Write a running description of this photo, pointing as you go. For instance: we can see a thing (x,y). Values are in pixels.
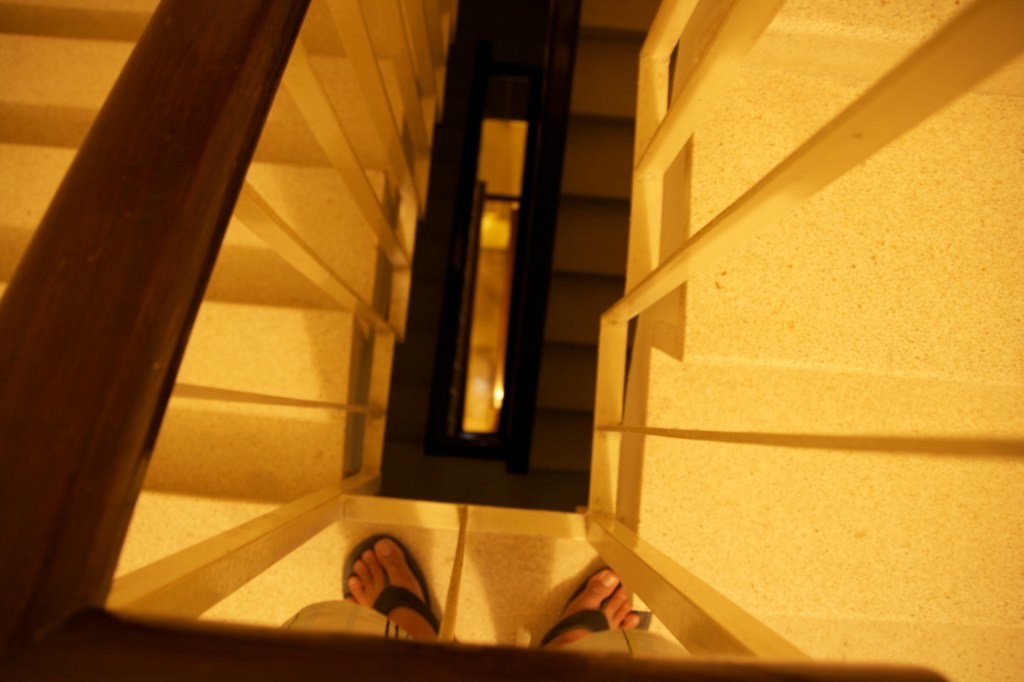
On the bottom (407,655), there are legs (611,618) of a person (571,620) and railing (394,680). On the left (146,125) and right, there are stairs (86,94) and railing (710,250). In the background (528,280), we can see stairs (575,276) and the railing (495,437).
